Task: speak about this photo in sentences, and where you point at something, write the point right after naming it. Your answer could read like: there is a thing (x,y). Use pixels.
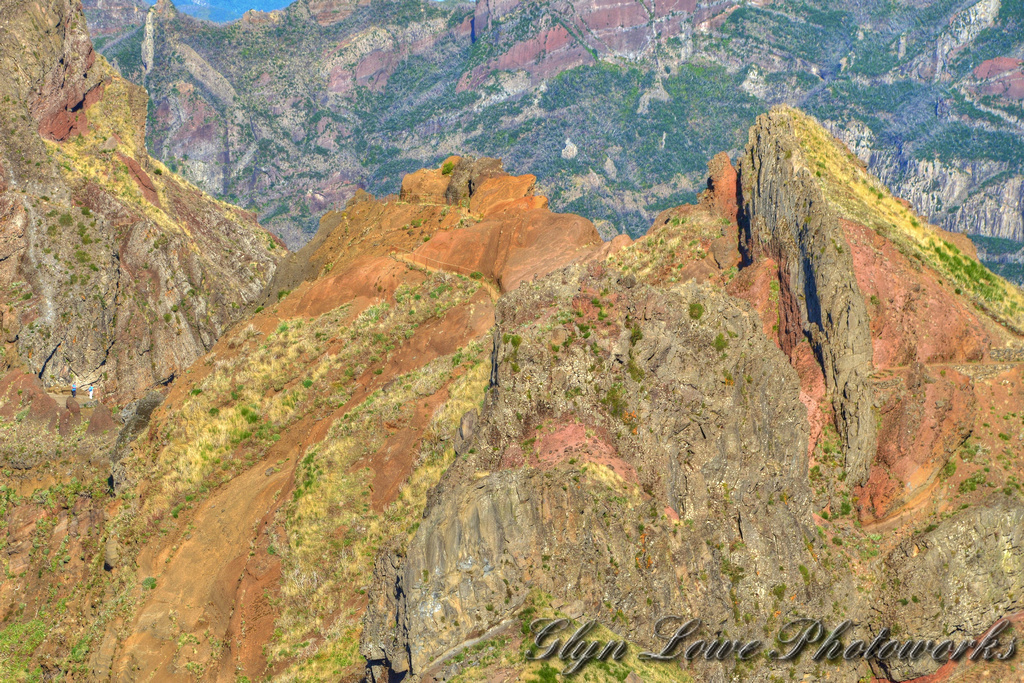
In the picture, there are many mountains (380,251) of different heights.
